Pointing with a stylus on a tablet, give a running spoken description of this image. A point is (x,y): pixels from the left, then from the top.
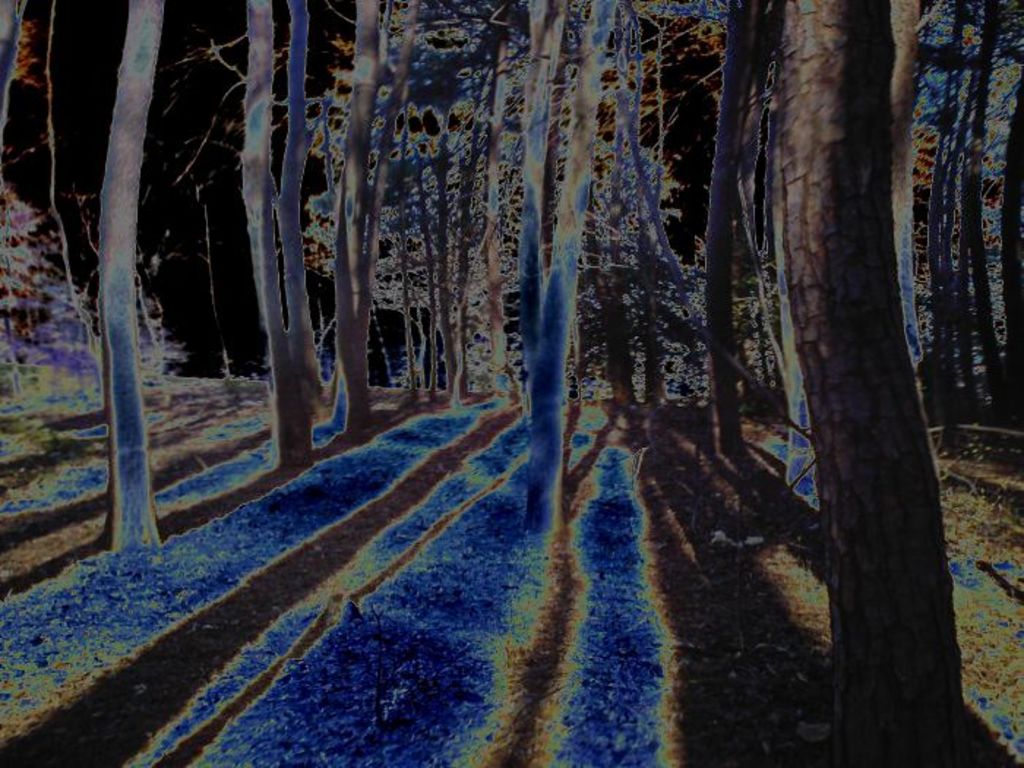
In this image I can see few trees (325,98). Background (195,91) is in black color. I can see blue and brown color.
